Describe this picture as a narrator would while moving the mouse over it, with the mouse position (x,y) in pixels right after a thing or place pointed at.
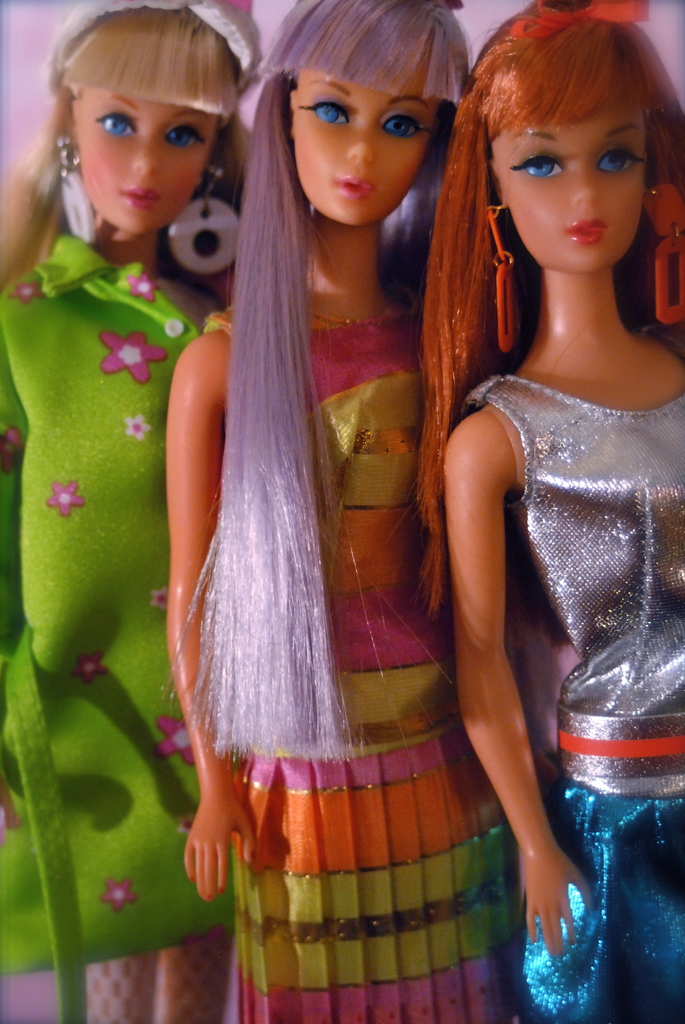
In this image there are three barbie dolls (357,610).
